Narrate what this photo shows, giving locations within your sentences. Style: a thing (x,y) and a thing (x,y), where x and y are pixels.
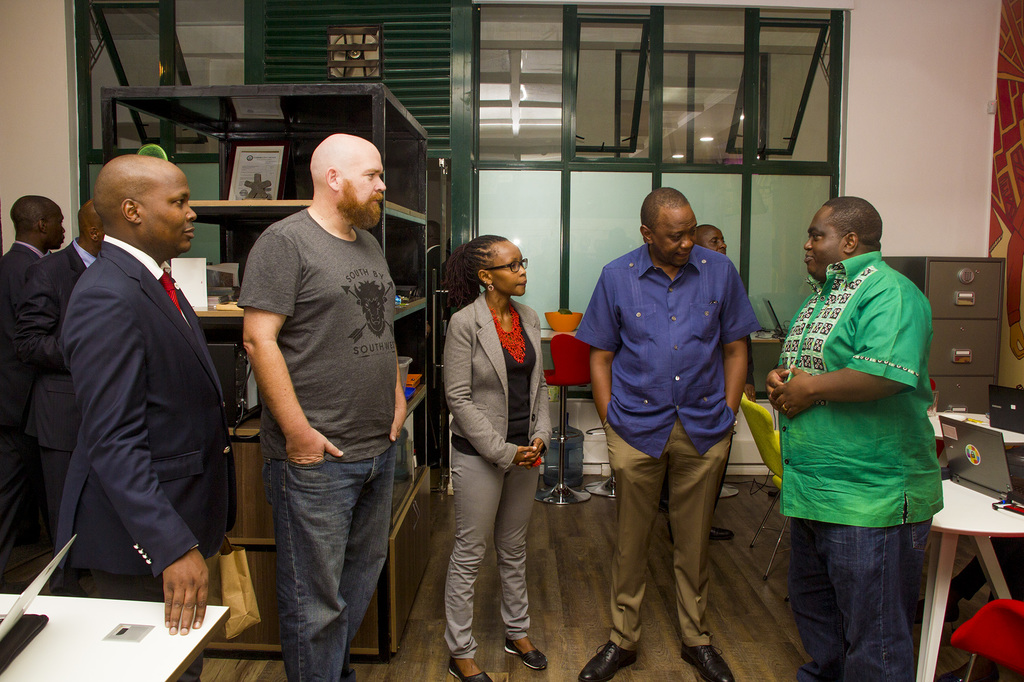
There are few persons (528,496) standing and there is a table (122,622) in left (103,642) and right corner (958,491) which has some objects (1000,415) on it and there are some other objects (413,123) in the background (579,136).
